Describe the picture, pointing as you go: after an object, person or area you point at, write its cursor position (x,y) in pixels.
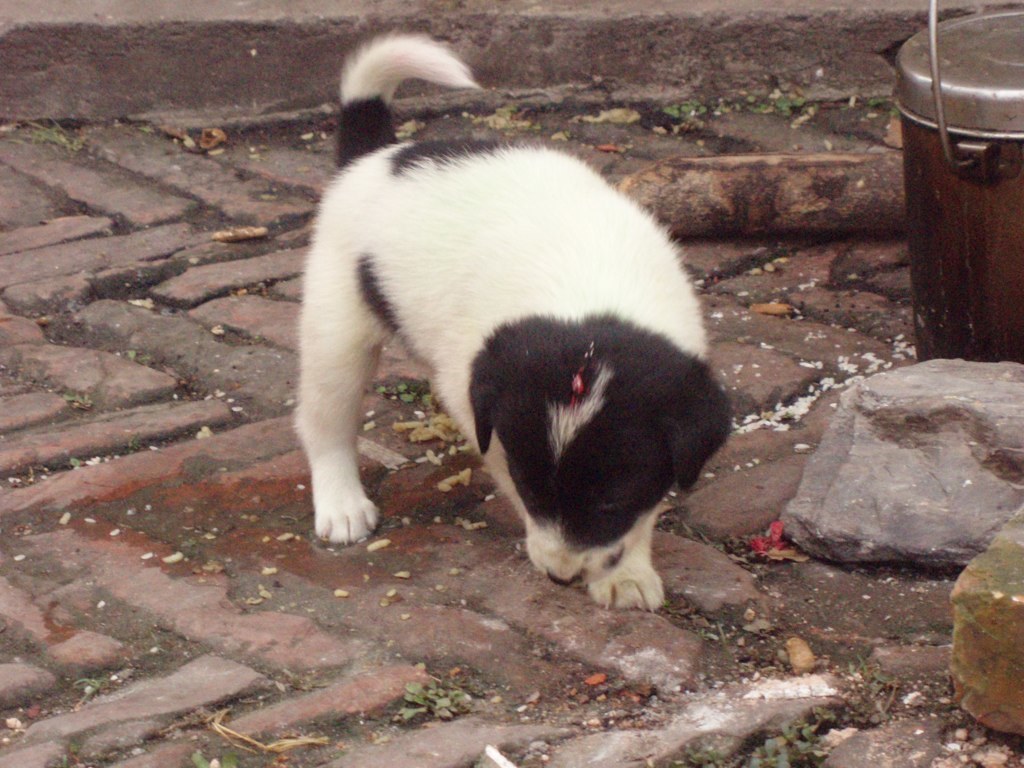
In the image we can see there is a puppy (517,358) standing on the ground (464,544), beside there is a can (966,210) and there are rocks (900,552) kept on the ground (840,705). The puppy (547,439) is in black and white colour.
